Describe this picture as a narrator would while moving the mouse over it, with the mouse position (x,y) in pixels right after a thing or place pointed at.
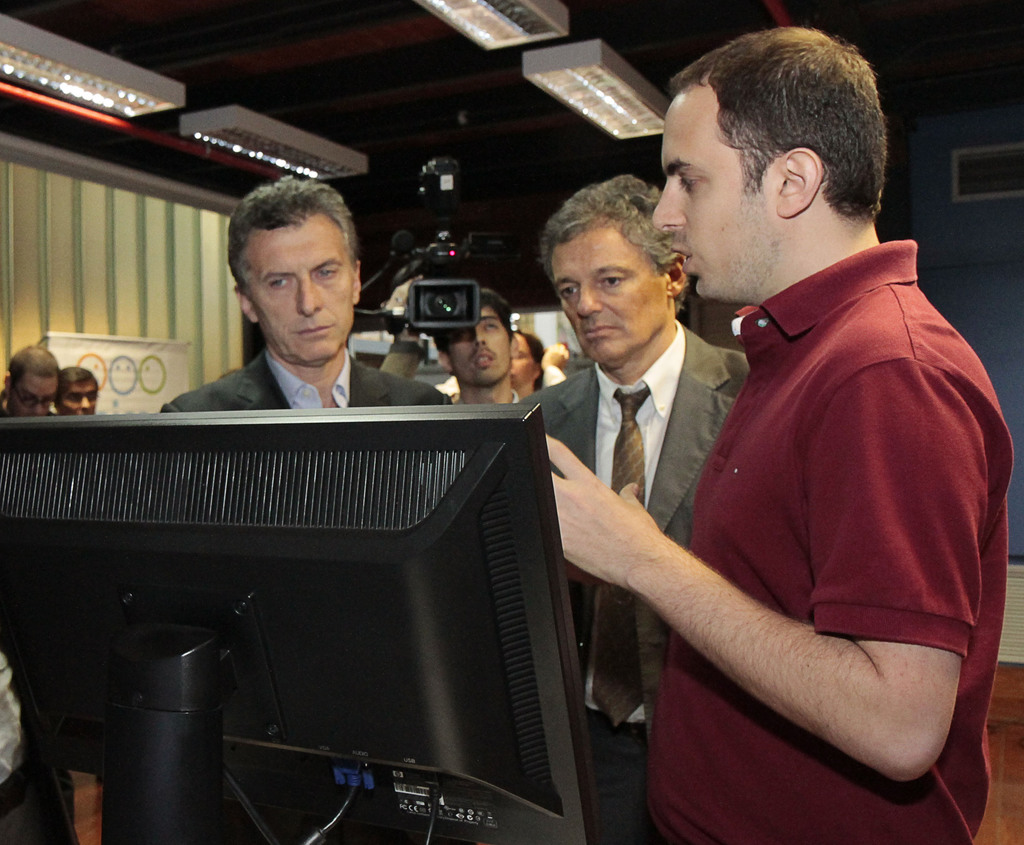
In this image there are group of persons (596,419) standing. In the front (302,575) there is a monitor (263,629) which is black in colour. In the center (480,368) there is a person (484,366) holding a camera (447,314). In the background (151,387) there is a white board (151,372), there is a curtain (148,287) and on the top (572,79) there are lights (596,100).
